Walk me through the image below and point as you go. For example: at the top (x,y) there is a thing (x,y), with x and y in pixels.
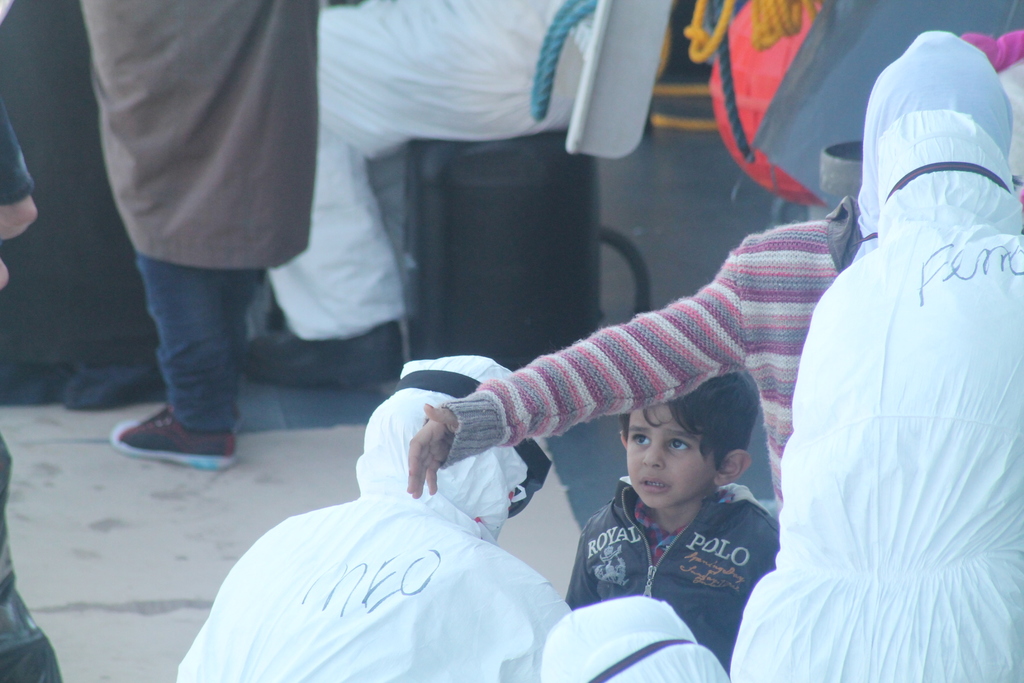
In this image there are group of persons (885,392) standing and sitting. On the top right (778,63) there is an object (751,75) which is red in colour and there are ropes (760,27).
